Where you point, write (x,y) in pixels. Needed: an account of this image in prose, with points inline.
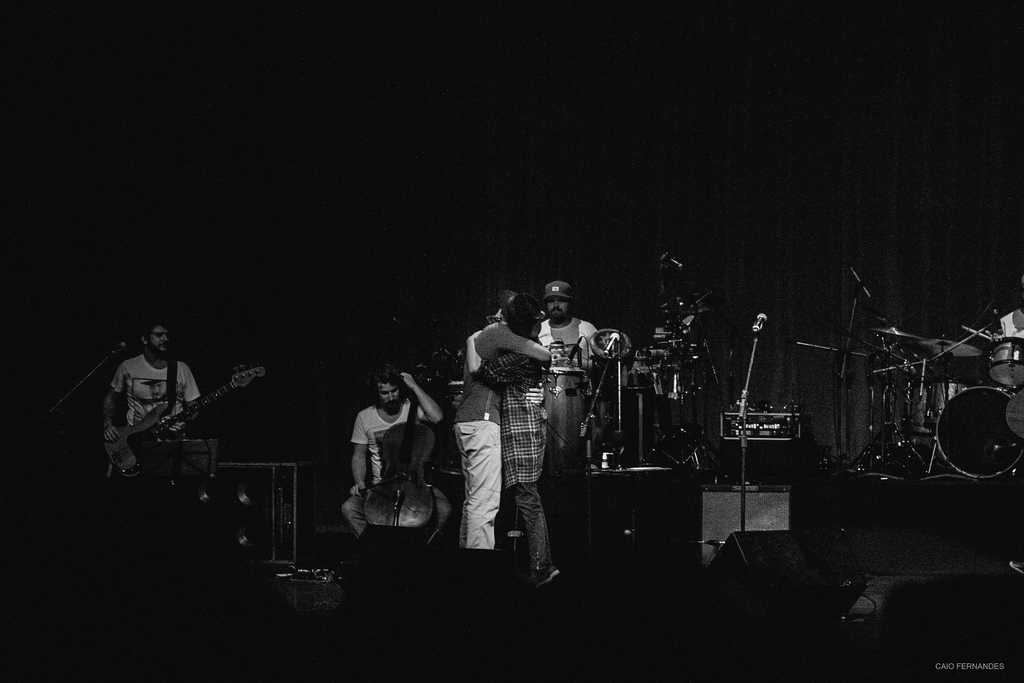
In the image we can see there are people (387,395) who are holding a guitar (159,417) in their hand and the two people (508,407) are hugging each other and at the back (553,323) there is a man (553,323) who is holding a drum set (576,447) and the image is in black and white colour.
